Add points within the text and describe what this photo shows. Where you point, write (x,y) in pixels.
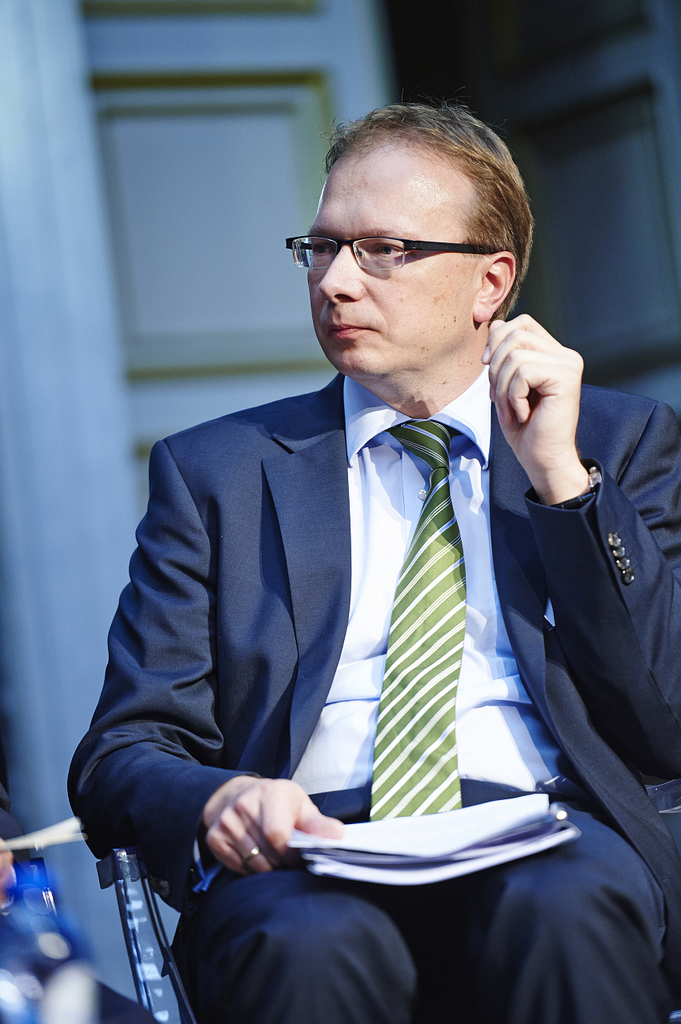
In the background (393,60) we can see the door (581,59). In this picture we can see a man (656,725) sitting on a chair (180,1023), wearing spectacles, shirt (405,454), tie (433,493) and a blazer (515,528). He is holding papers (376,832) in his hand (277,822).
